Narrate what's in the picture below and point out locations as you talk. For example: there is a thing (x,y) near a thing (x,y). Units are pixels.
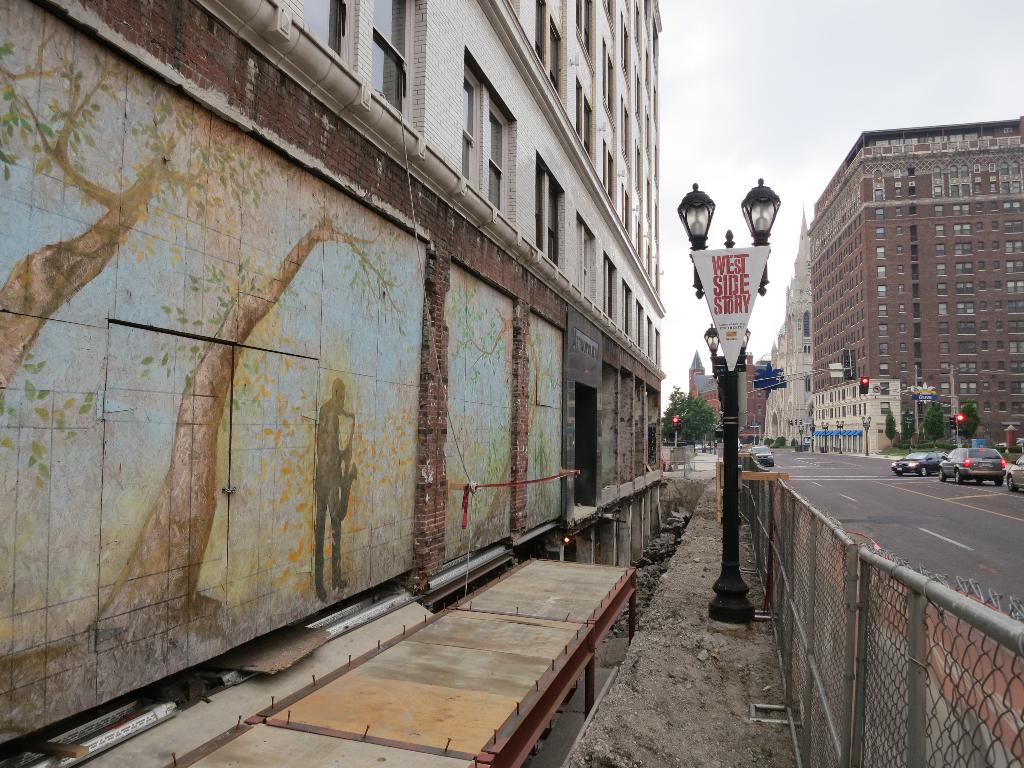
In this image in the front (820,657) there is fence (846,636). On the left side (278,443) there is painting (348,448) on the wall (403,440). In the center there is a pole (734,451) on there is a banner (738,296) with some text (734,295) written on it. In the background (566,234) there are buildings (748,368), trees (937,441), poles (954,434) and there are vehicles (902,466) moving on the road (881,459) and the sky (801,98) is cloudy.
